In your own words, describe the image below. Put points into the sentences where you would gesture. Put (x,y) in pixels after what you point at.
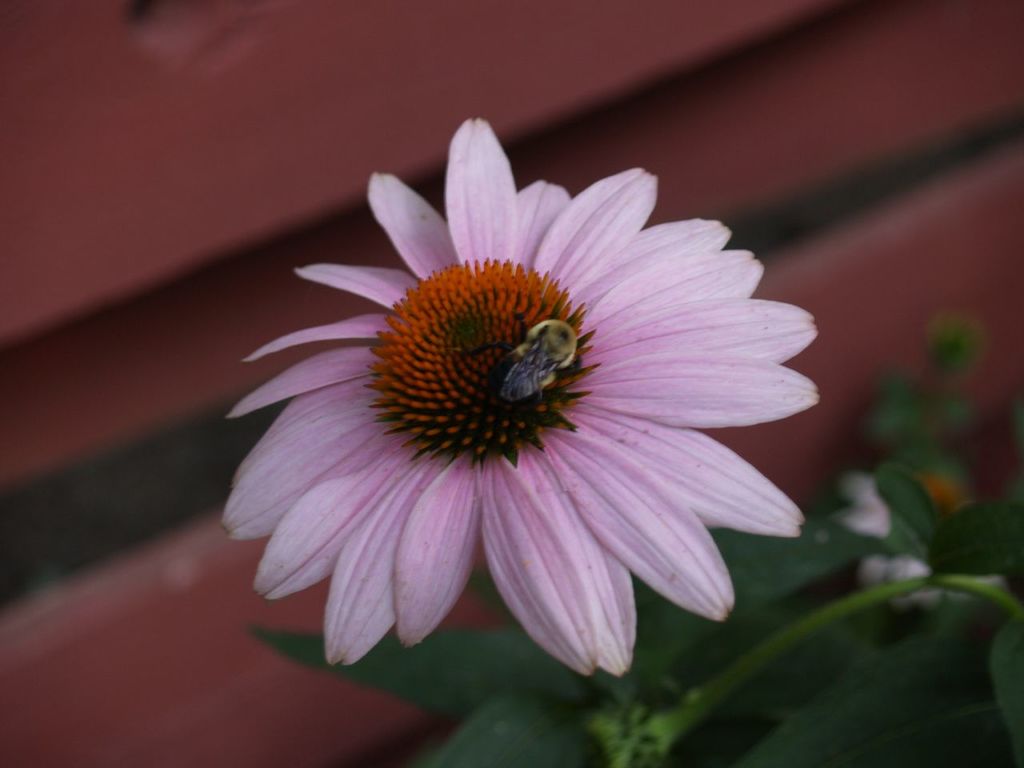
In this image I see a flower (389,355) which is of pink and orange in color and I see an insect (536,346) over here. In the background (287,208) I see the leaves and it is brown over here.
